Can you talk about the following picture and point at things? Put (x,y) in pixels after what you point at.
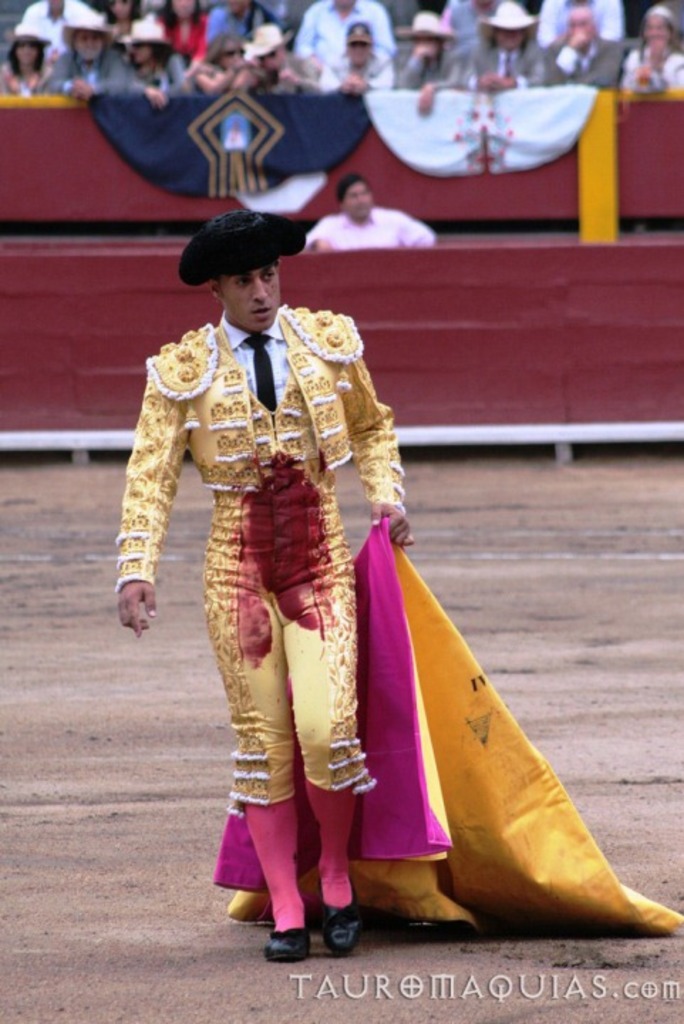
In the picture we can see a man (261,322) with a different costume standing on the ground (612,725) holding a cloth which is yellow and some part pink in color and behind him we can see a wall (564,420) and behind it we can see a man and behind him we can see a wall (71,176) and behind it we can see many people (27,52) are sitting and they are with hats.
